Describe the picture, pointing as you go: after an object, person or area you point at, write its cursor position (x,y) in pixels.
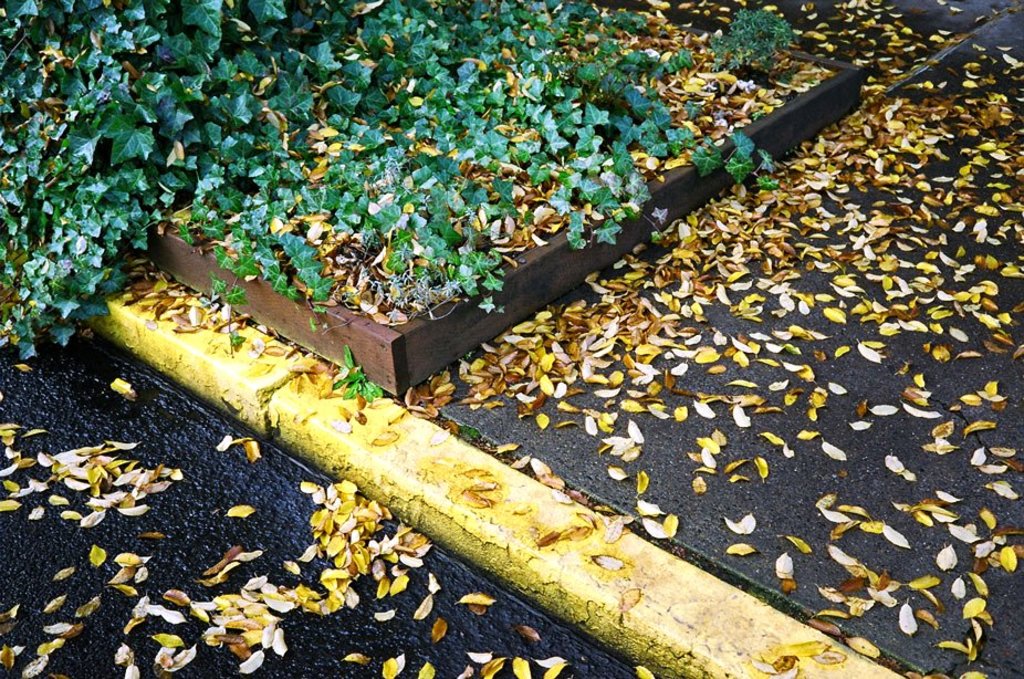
In this picture we can see some leaves (962,190) at the bottom (120,556), there are some plants (423,219) at the top of the picture (355,92).
